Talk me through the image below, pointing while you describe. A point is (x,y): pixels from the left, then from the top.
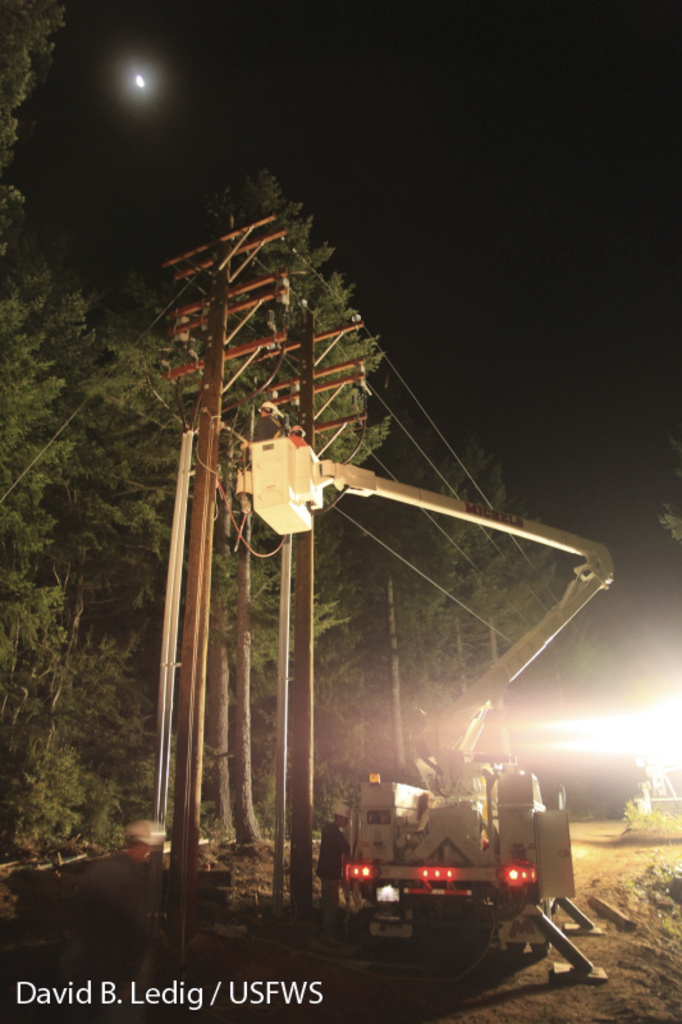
Here there is a pole (306,655) with the cables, this is vehicle (452,840), here there are trees (110,629), this is sky (484,188) and this is moon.
